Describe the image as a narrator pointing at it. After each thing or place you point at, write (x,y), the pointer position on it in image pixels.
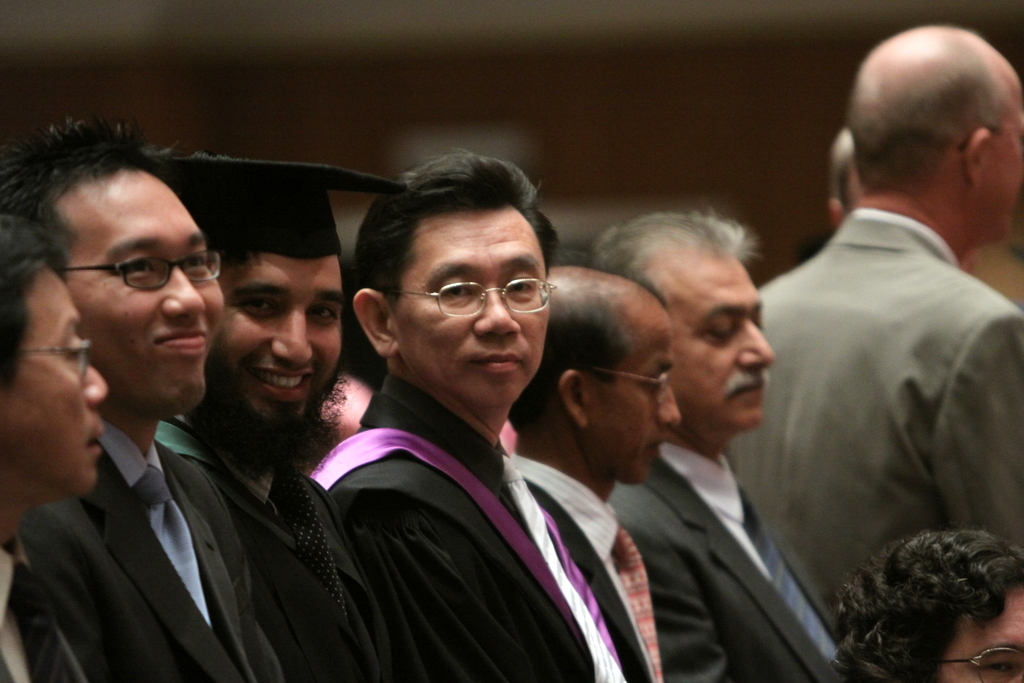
In this image I can see group of people (633,493) standing. The person (520,526) in front (455,555) wearing black color dress (468,549) and I can see blurred background (799,13).
